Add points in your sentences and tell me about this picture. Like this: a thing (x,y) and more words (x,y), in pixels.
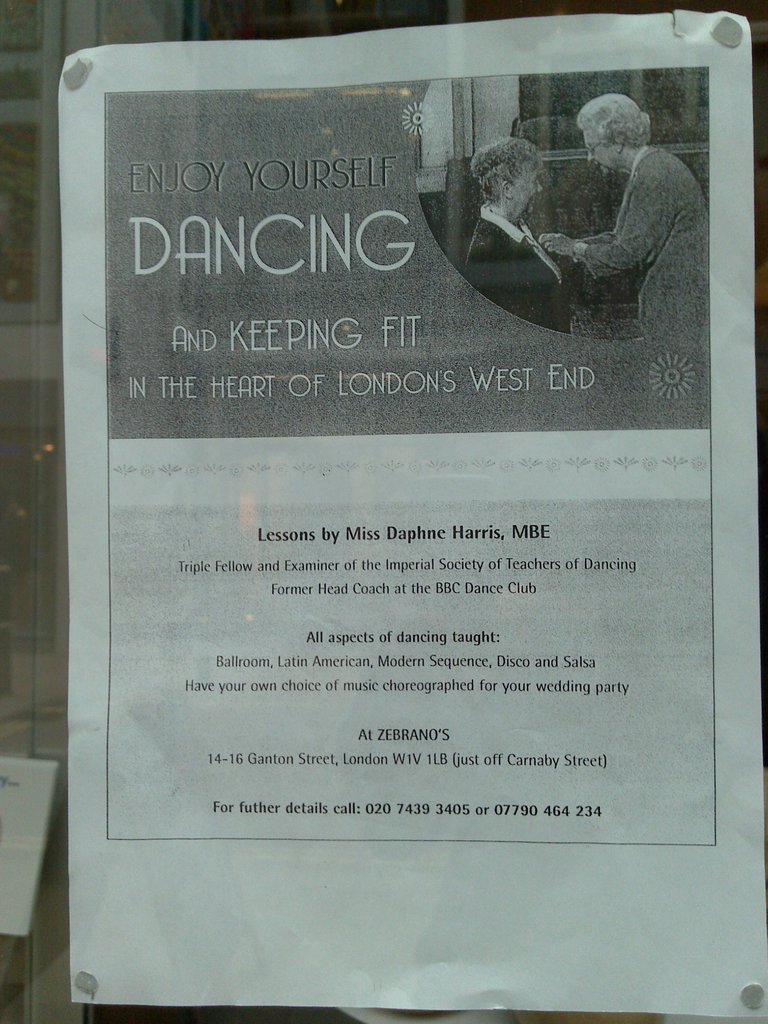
In the image we can see a poster (734,934).
